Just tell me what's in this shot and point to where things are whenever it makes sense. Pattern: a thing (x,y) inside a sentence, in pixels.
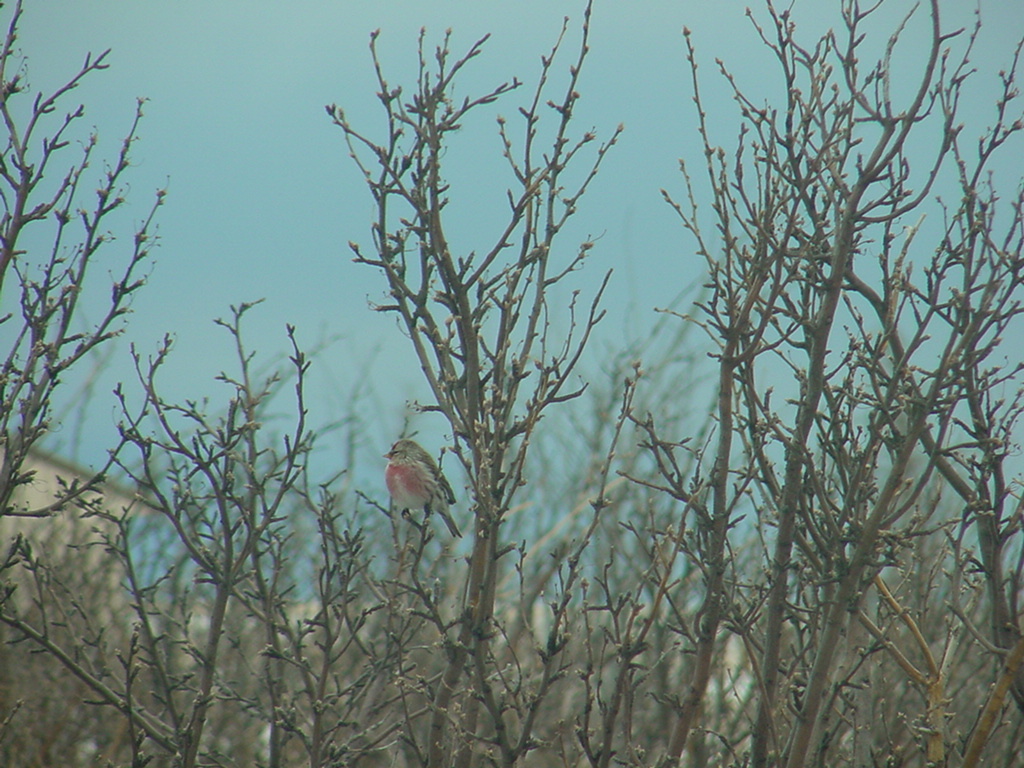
In this image we can see a bird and trees (490,525). In the background of the image (406,278) there is a house (59,467), sky (385,443) and other objects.
